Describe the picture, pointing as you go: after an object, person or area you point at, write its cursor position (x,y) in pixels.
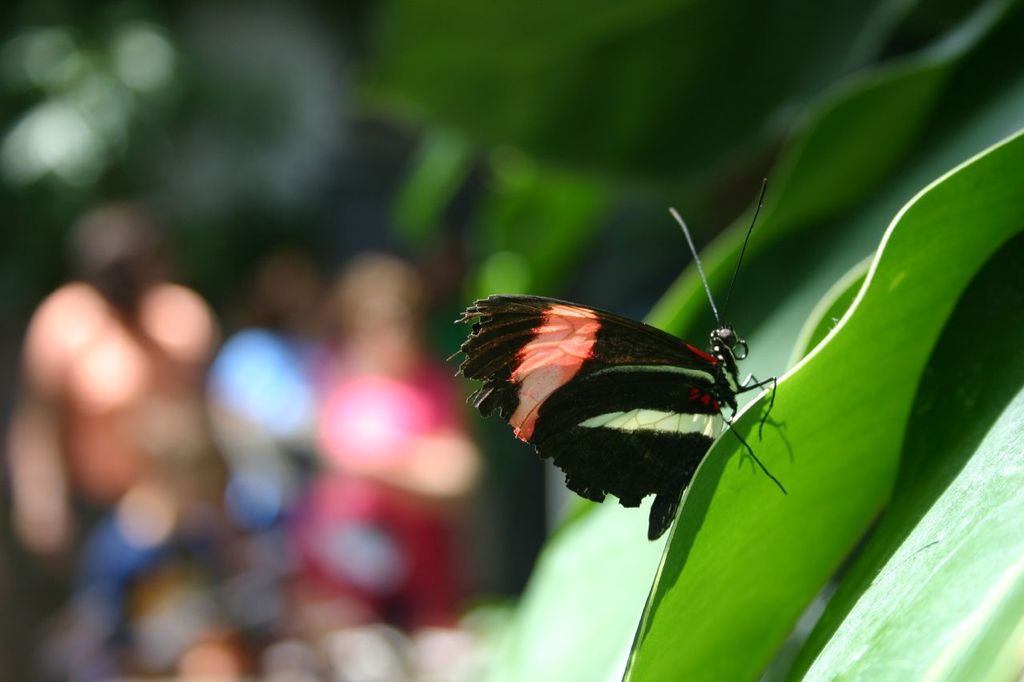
There is a black butterfly (680,378) on a leaf (818,501). The background (153,153) is blurred.
